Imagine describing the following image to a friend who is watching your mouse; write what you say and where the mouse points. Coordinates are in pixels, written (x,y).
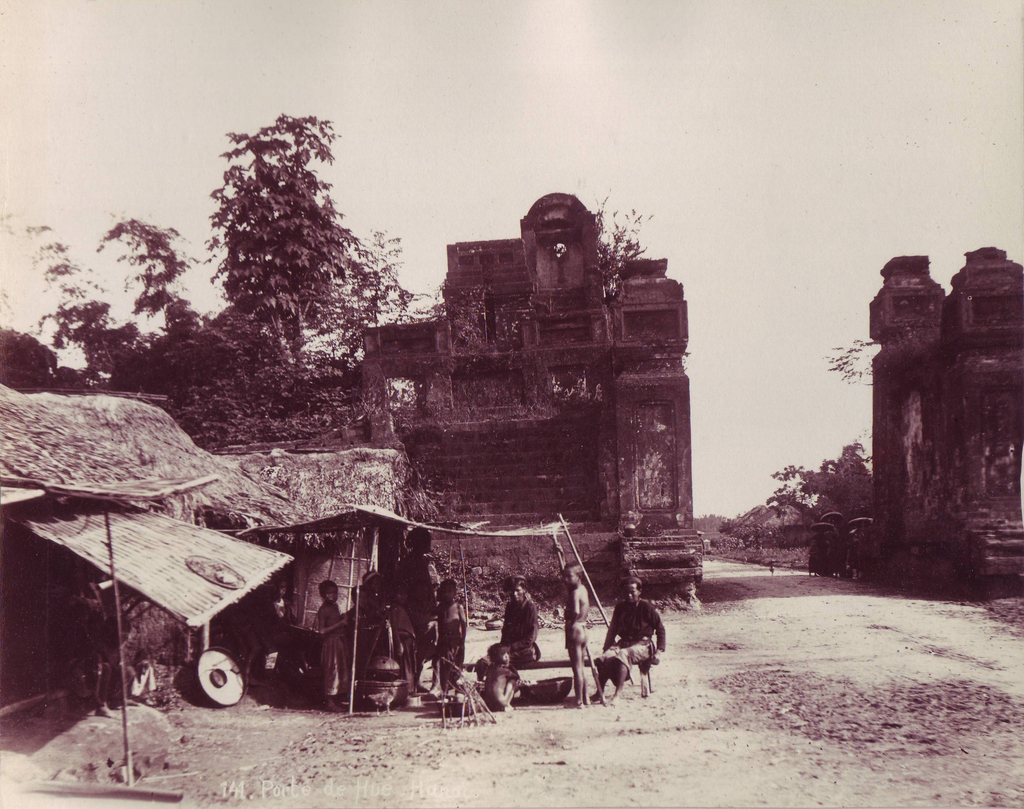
There are people (445,597) and we can see huts (348,577). In the background (359,385) we can see walls (582,498), trees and sky (799,133).
